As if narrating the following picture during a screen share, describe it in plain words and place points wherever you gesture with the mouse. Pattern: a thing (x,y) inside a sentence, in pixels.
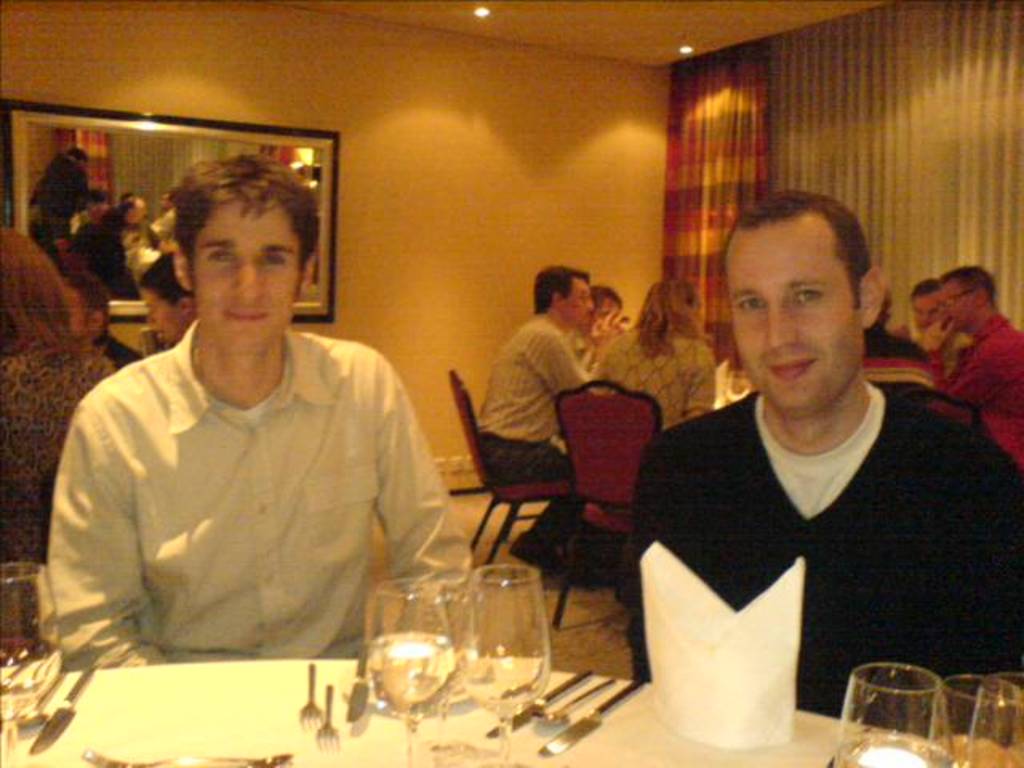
This is a room (540,462) and there are few people (719,459) sitting on the chair (492,500). Here on the table (369,747) we can see glasses (506,703), tissue papers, spoon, fork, knife (530,716). Behind them we see a mirror frame (165,193) on the wall (487,380).
